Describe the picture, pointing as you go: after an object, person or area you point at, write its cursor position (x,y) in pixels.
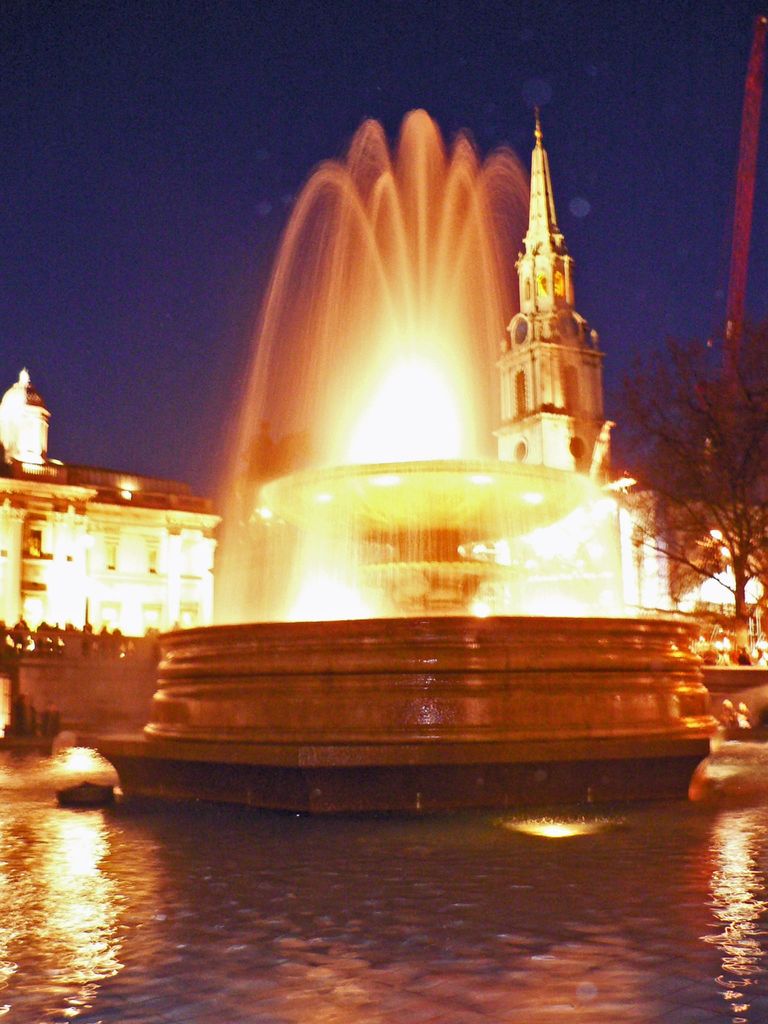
In this image there is a water fountain (349,464). Bottom of the image (258,884) there is water (416,863). Right side (742,585) there is a tree (681,486). Background (32,462) there are buildings (661,598). Top of the image (324,103) there is sky (270,98).
